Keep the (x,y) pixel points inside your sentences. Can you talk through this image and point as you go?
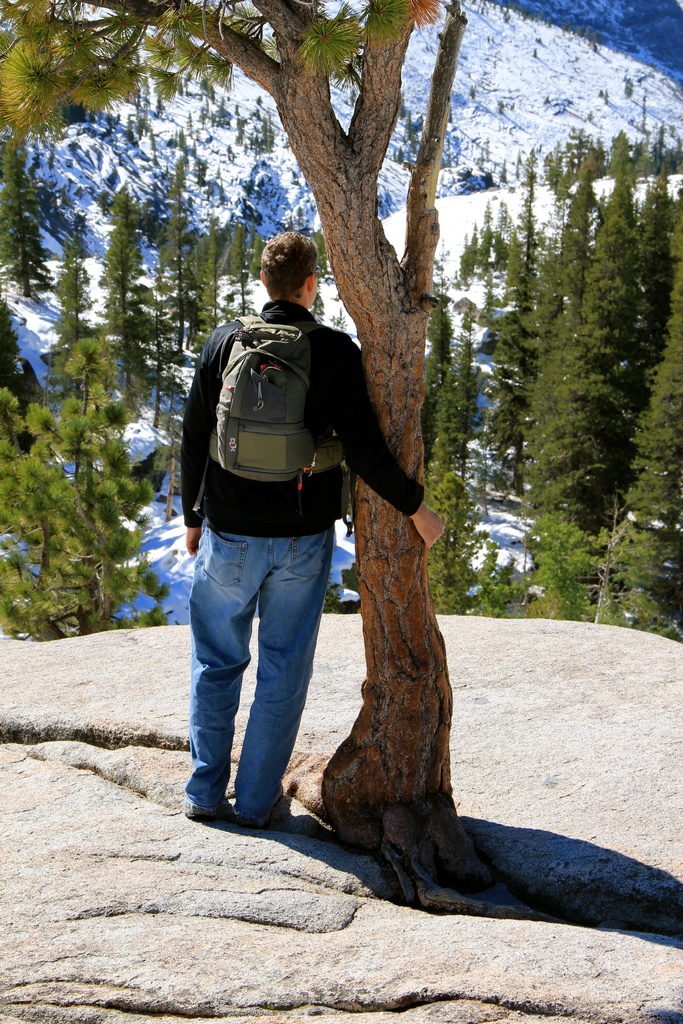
This picture shows a trees (45,620) around and a man (381,475) standing. he wore a black T-shirt (186,520) and a blue jeans (205,545) and a backpack (317,323) on his back (353,344).
